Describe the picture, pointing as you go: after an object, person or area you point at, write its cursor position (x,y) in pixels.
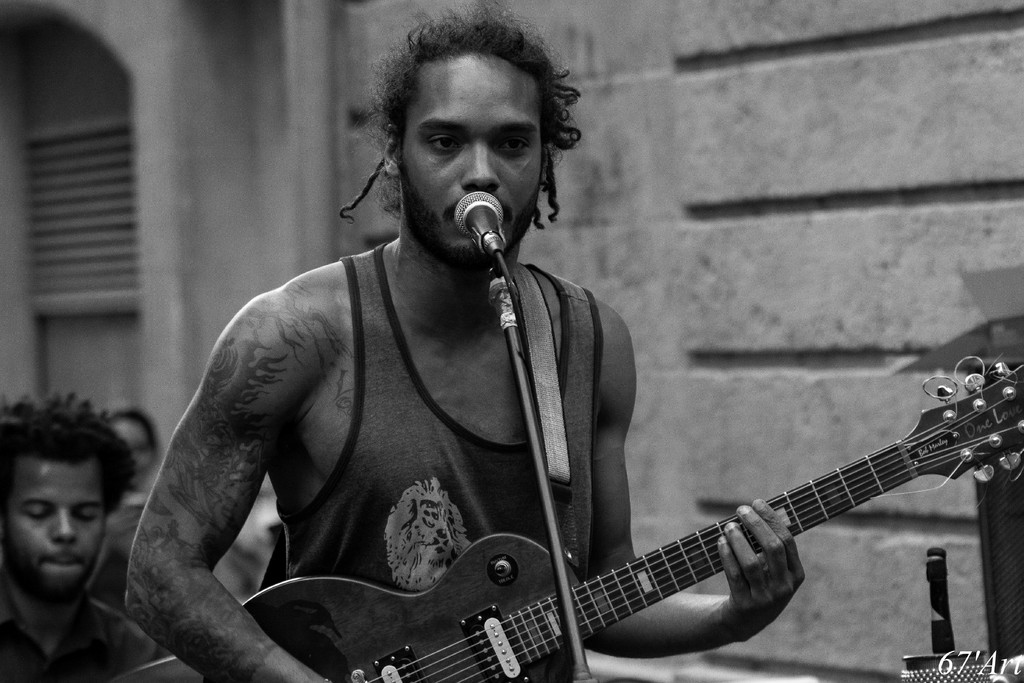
There is a man (413,149) middle of this image (589,285). There is a microphone (485,241). It looks like a singing a song and also playing the guitar (474,665) with his hands (760,556) there is a tattoo (232,498) on his hands (220,488). There is a wall (570,276) behind him left side of an image (91,500) you can observe one more man (97,511).
